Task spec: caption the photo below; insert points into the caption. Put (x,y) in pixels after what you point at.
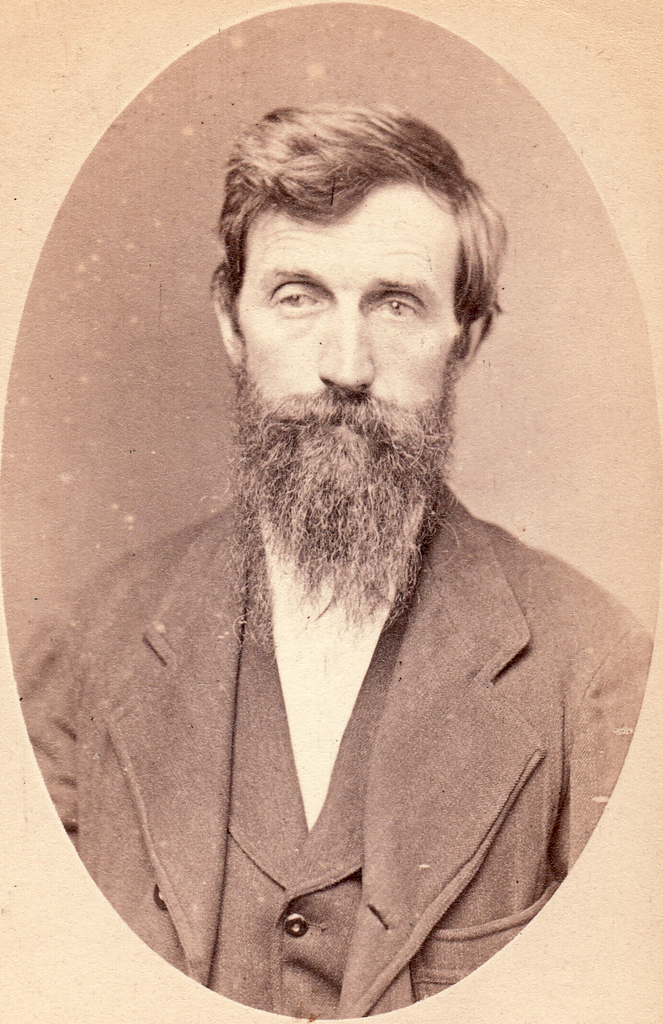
In this image we can see a photo frame (34,337) of a man (325,740).
